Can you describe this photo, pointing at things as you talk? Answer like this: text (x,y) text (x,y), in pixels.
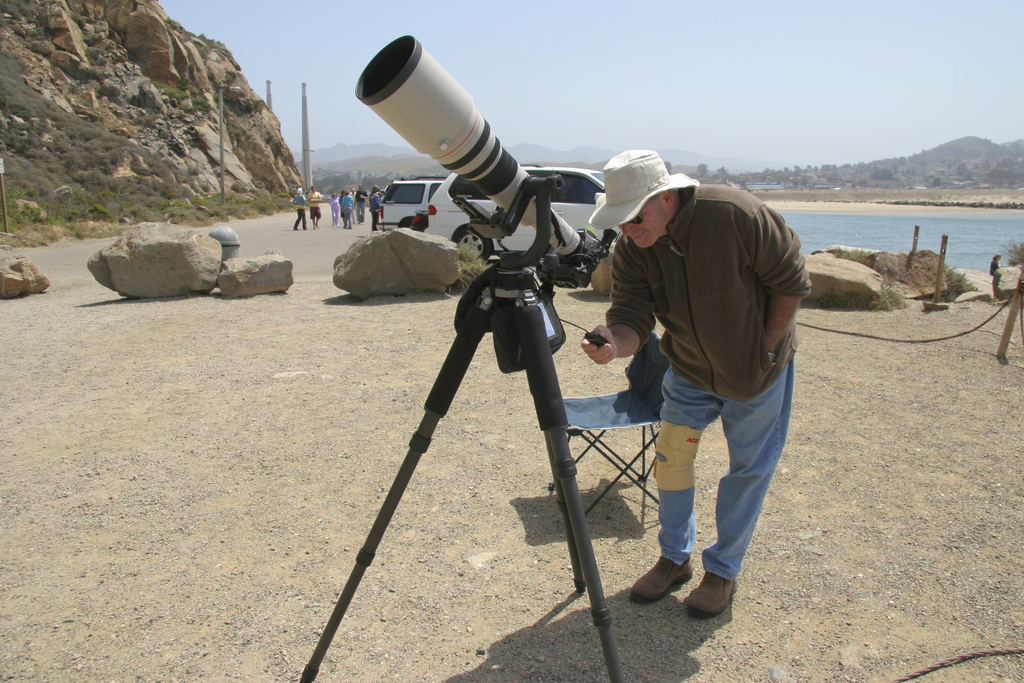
In the middle of the image (536,270) there is a tripod (536,244). Behind the tripod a man (715,290) is standing and there is a chair (584,410). Behind them there are some stones (919,272). Top left side of the image (66,125) there is a hill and there are some poles (222,91). Top right side of the image (847,225) there is water (948,220). Behind the water (1002,220) there are some trees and hills (734,166). In the middle of the image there are some vehicles (397,198). Behind the vehicles (389,212) few people (337,194) are standing.
